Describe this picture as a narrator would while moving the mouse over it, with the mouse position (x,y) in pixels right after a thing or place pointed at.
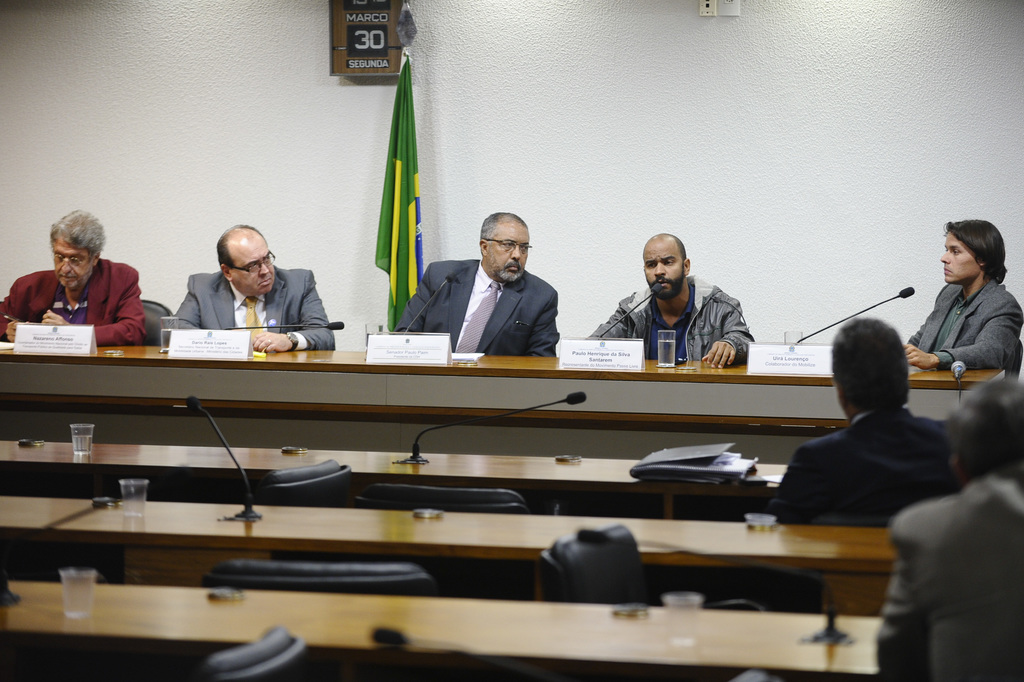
The image is taken inside a room (493,427). The room (493,427) is filled with tables (541,467). There are glasses (139,489), mic's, papers (472,359) placed on the tables (628,479). There are people (846,375) sitting on the chairs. In the background (587,202) there is a wall (622,195) and a flag (393,327).
